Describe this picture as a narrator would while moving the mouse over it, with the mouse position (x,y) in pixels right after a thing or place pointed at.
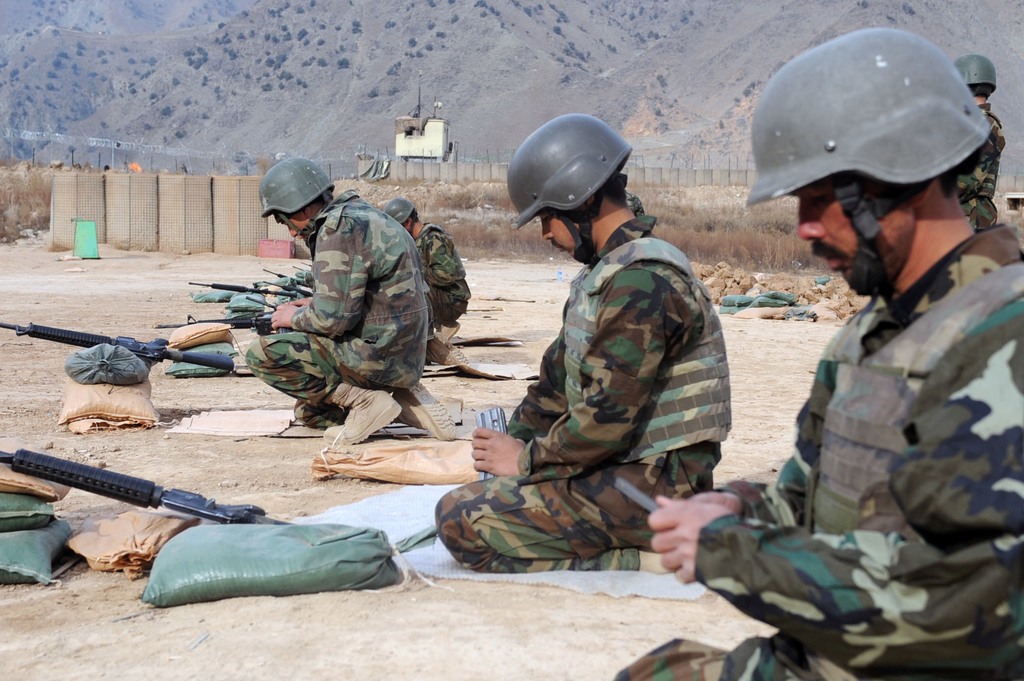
In the foreground (273,415), I can see a group of people (567,445), bags (218,557), some objects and guns (173,507) on the ground (251,448). In the background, I can see a fence (242,208), grass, plants (421,204), mountains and metal objects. This image is taken, maybe during a day.
